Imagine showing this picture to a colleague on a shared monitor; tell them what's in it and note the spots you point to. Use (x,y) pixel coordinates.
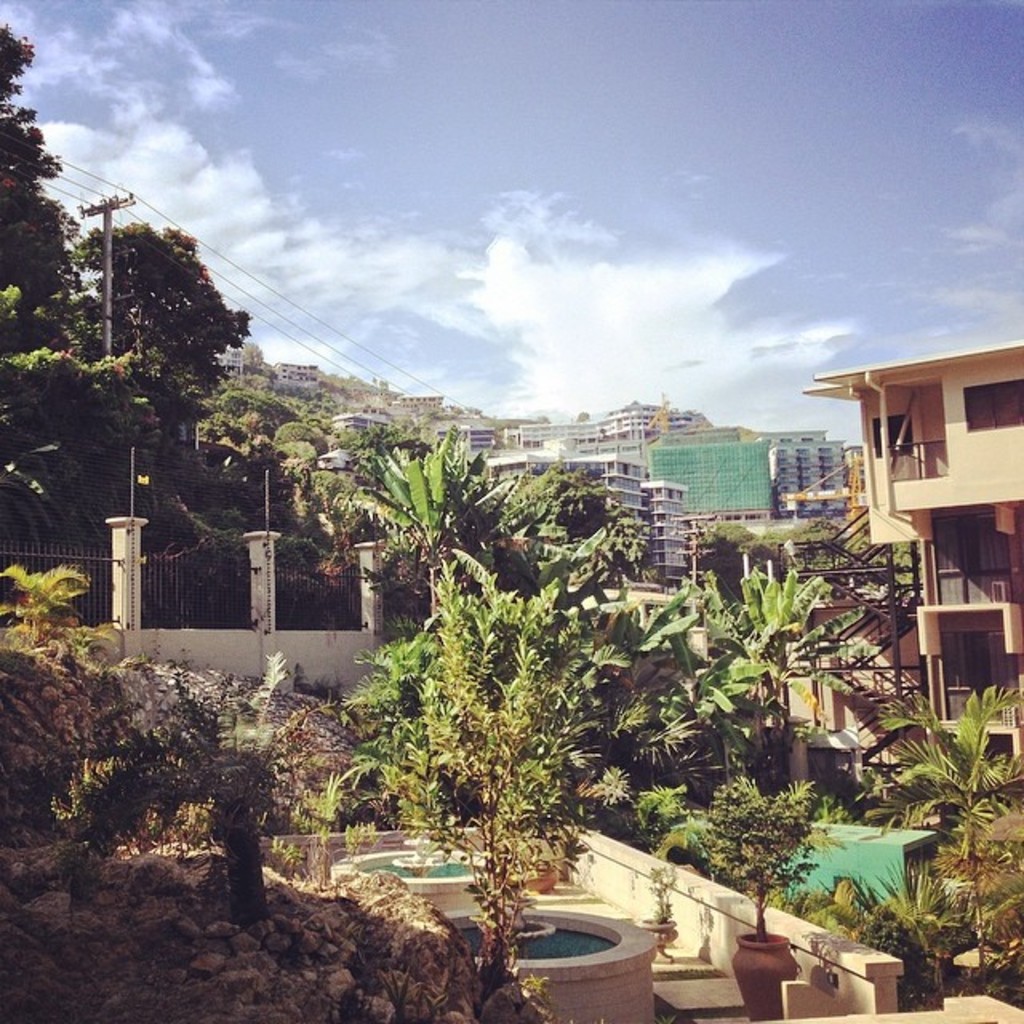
In the picture I can see trees (444,678), fence (354,669), plants (548,846), plant pots (785,967) and poles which has wires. In the background (550,336) I can see buildings (660,416) and the sky (600,395).
